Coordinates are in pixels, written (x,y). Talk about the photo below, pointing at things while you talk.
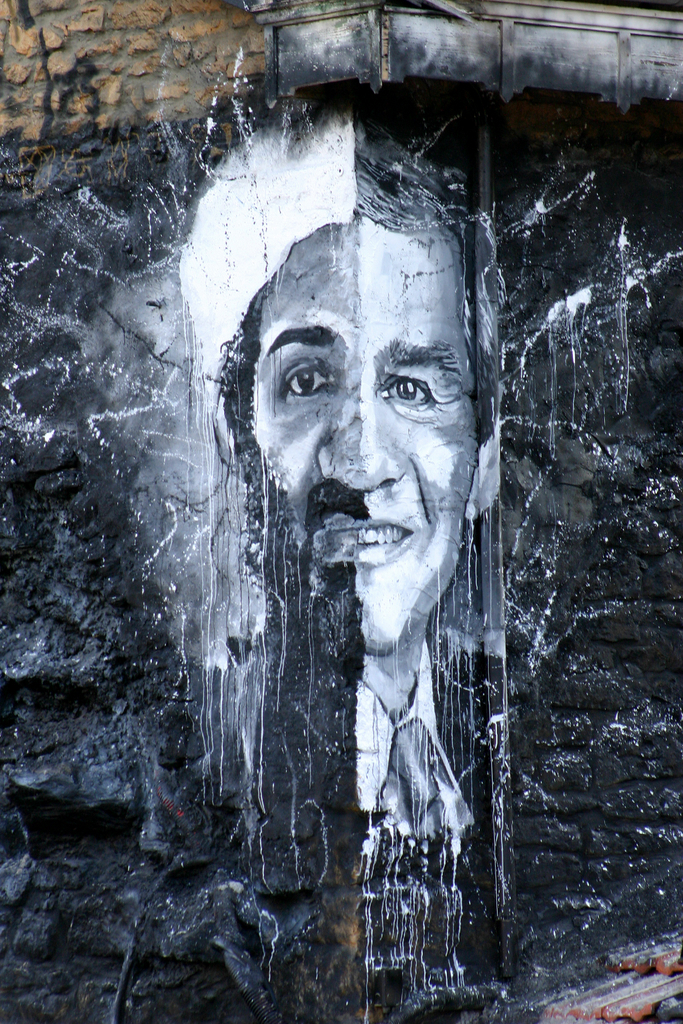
There is a painting (248,151) of a person (470,463) on the wall (472,639). In the top left (100,31), there are stones (173,88) attached to the wall (100,751). And the background of the painting (389,121) is black in color.
